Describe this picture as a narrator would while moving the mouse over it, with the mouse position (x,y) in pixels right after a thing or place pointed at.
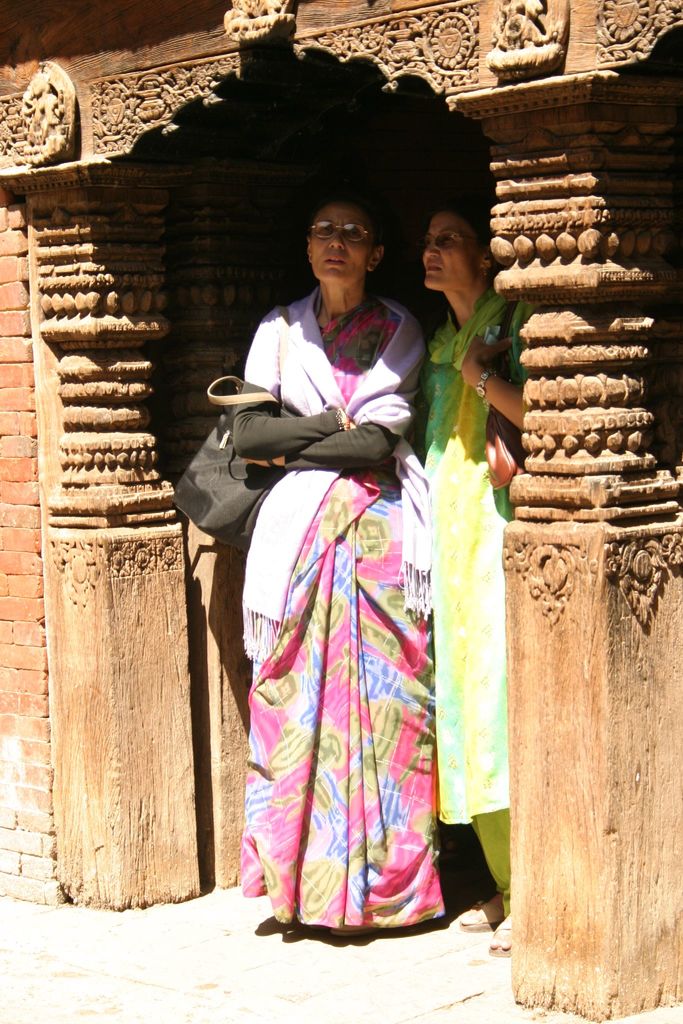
In this image, we can see two women (433,542) are standing and wearing bags (489,419) and glasses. On the left side of the image (45,861), there is a brick wall (49,809). Here we can see wooden carvings (638,413). At the bottom (534,1023), there is a path (320,986).
